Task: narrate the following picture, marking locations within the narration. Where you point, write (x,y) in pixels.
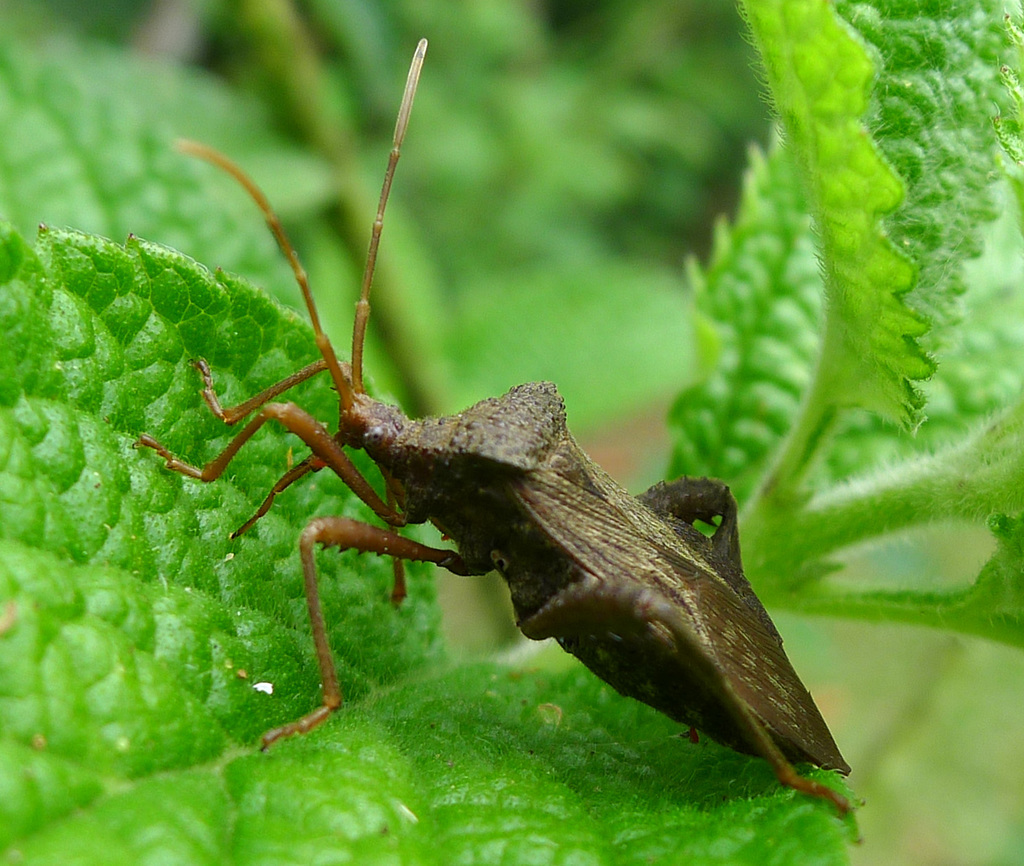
In the image there is an insect (421,450) on the leaves (326,495).
